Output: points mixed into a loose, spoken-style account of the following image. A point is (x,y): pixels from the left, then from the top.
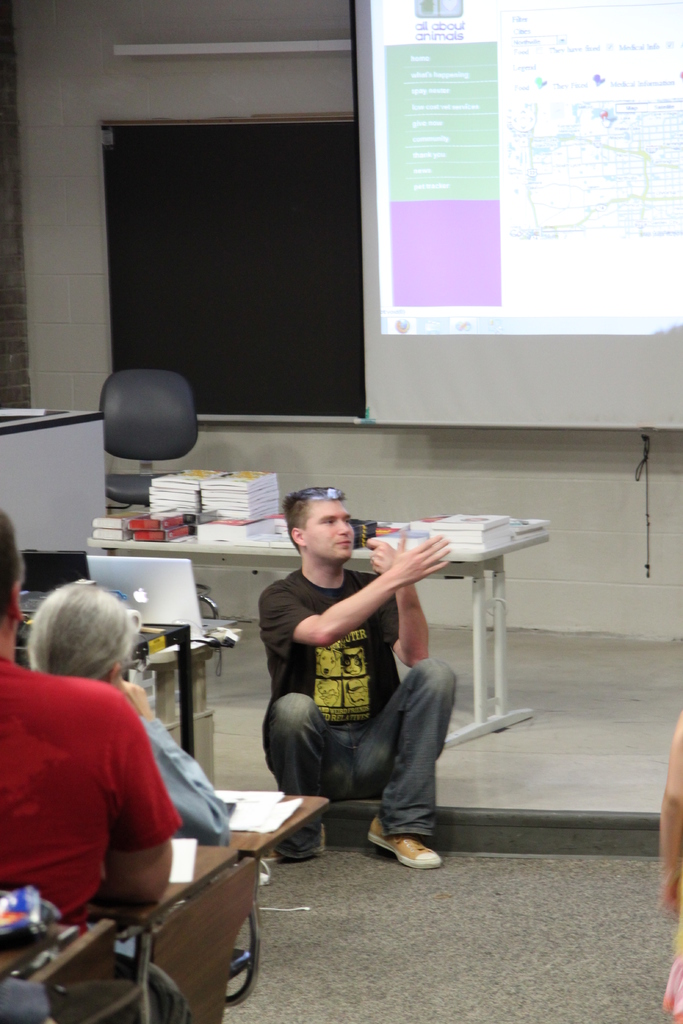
Here we can see a man (285,617) sitting on floor (332,808) and speaking something to the people (11,679) in front of him and beside him we can see a laptop (169,593) on a table (143,632) and behind him we can see books (483,538) placed on table (152,546) and there is a chair (160,456) and there is a projector screen (625,18) a board (351,240) and a light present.
